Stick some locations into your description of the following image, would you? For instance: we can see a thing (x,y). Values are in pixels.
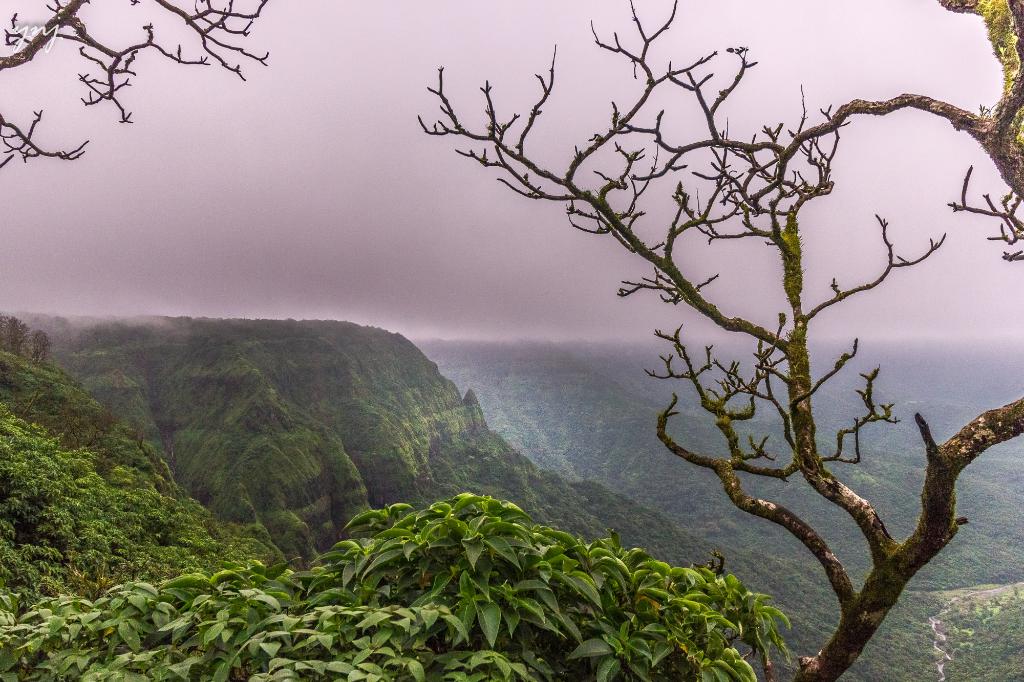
In this picture there is greenery (9,558) around the area of the image.
